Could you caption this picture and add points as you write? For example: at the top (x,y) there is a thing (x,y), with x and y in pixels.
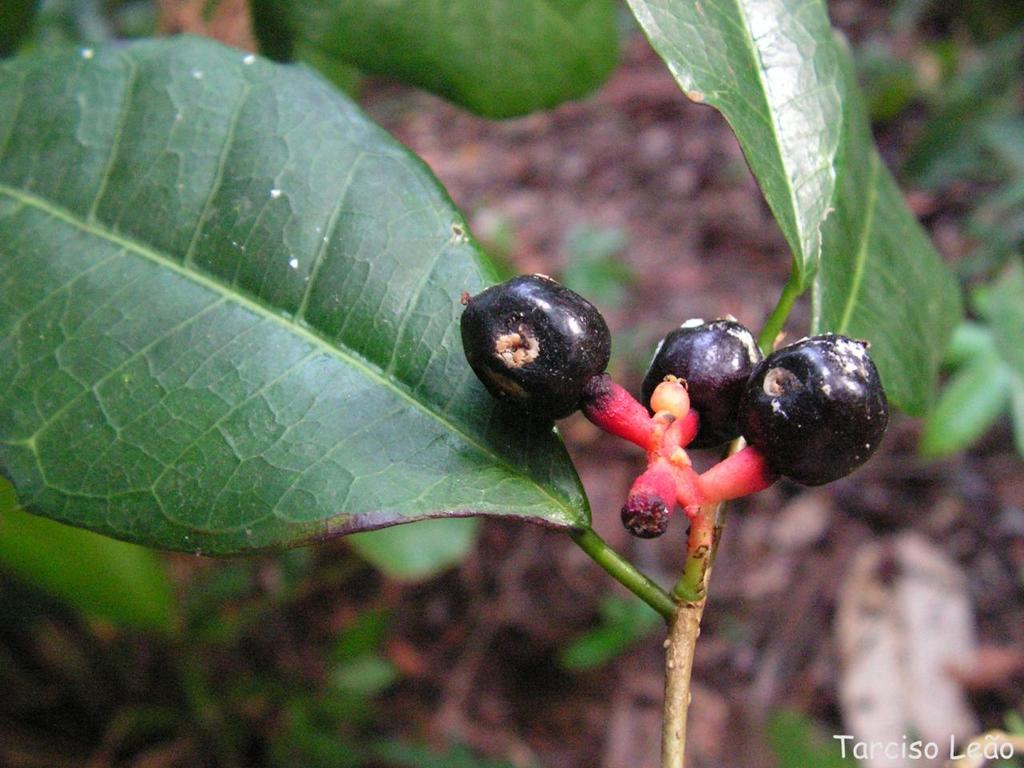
In this image we can see fruits (687,383), a stem (727,482) and leaf (226,306). We can see a watermark (949,741) in the bottom right corner of this image (965,754).
